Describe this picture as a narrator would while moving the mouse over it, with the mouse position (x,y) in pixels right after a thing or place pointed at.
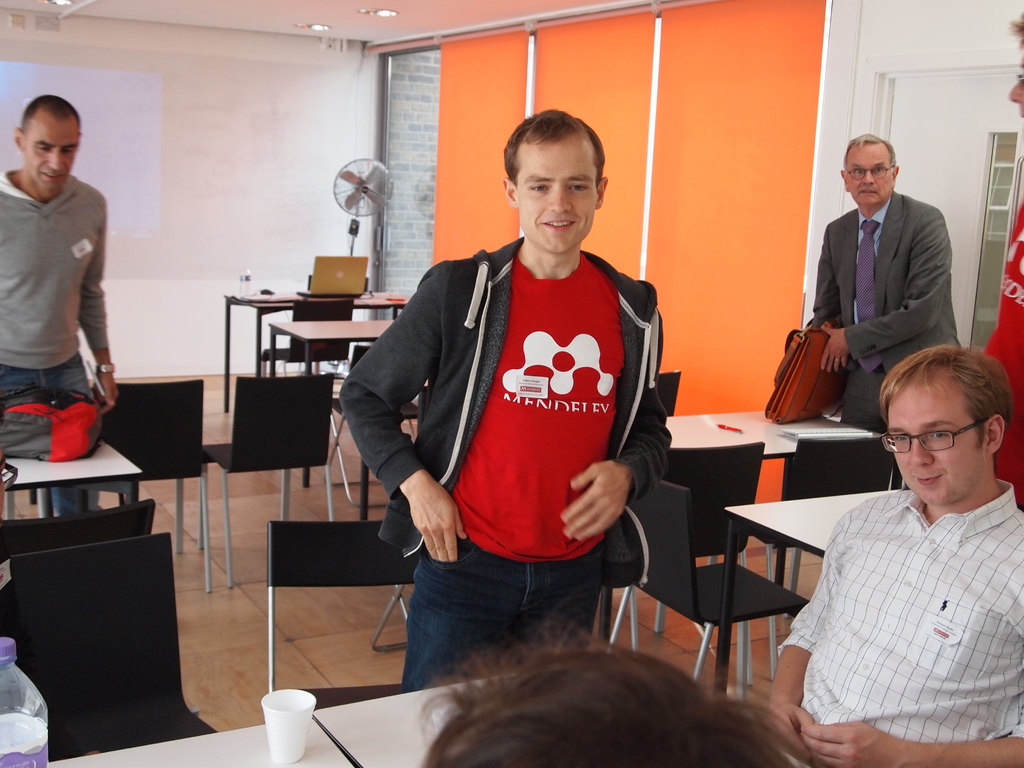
In this picture there are a group of people (624,299) standing and there is a person (858,621) sitting on the right side (915,594) and there are some chairs (239,423) and behind there is a wall (216,187).
